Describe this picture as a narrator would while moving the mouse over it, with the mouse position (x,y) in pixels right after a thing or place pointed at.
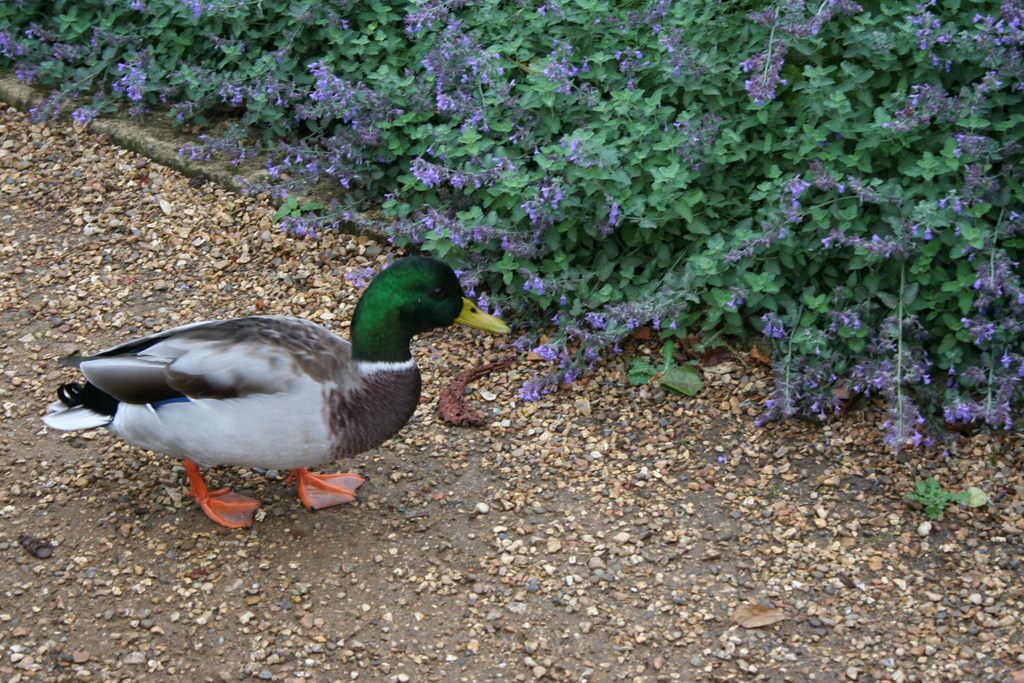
In this image on the left side (252,427) there is one duck (292,457), and at the top of the image (410,90) there are plants (764,207) and flowers (312,92). At the bottom (116,498) there is sand (966,507) and some small stones (944,554).
